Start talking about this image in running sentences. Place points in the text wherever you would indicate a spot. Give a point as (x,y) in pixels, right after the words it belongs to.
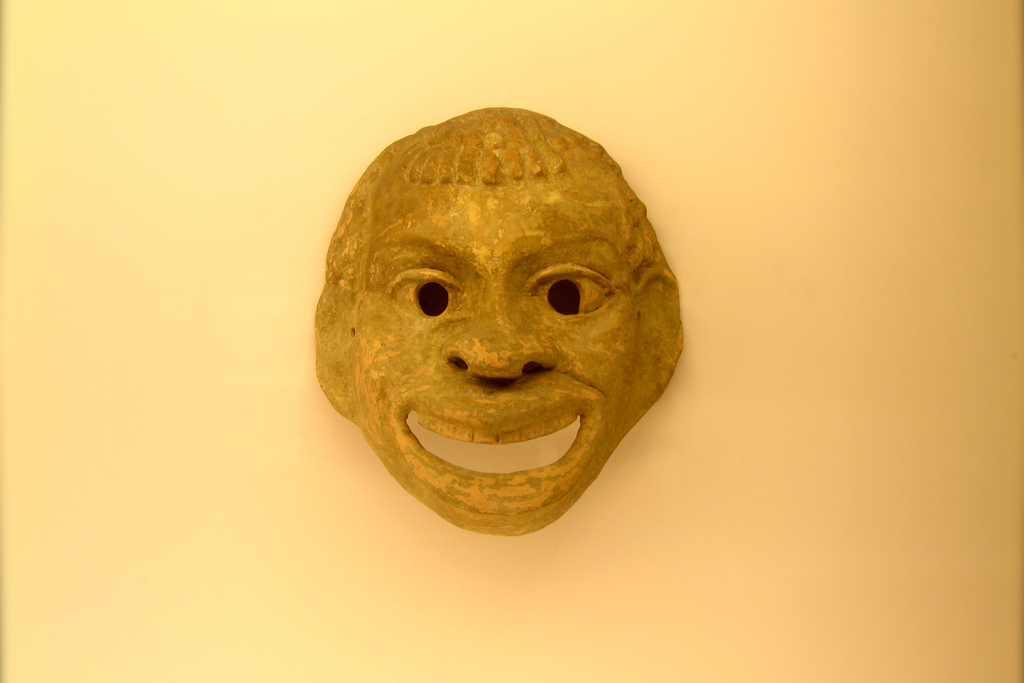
There is a face mask (538,358) which is in dark yellow color is placed on a surface (776,308).
